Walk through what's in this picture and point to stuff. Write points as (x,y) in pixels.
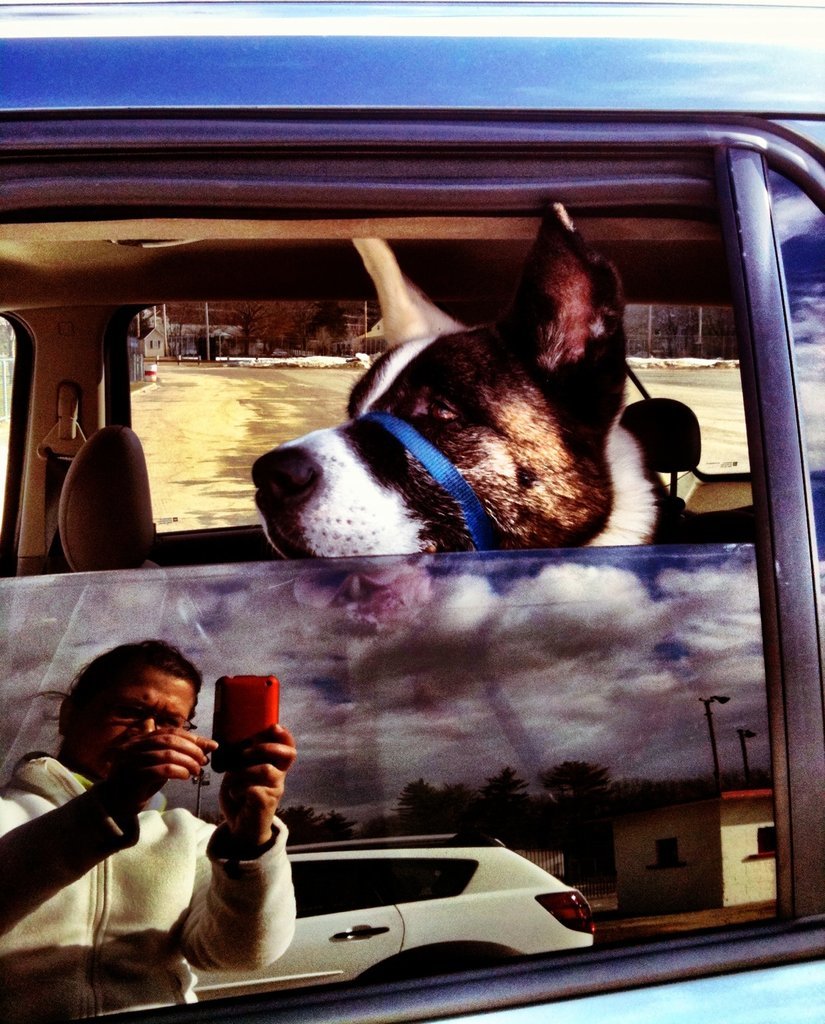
In the car (742,510) there is a dog (465,470). In the window (449,555) we can see a man (128,858) with white jacket (129,903) is taking a picture with his mobile (245,732). Beside him there is a white color car (471,899). In the background (668,831) there is a house (731,849).
